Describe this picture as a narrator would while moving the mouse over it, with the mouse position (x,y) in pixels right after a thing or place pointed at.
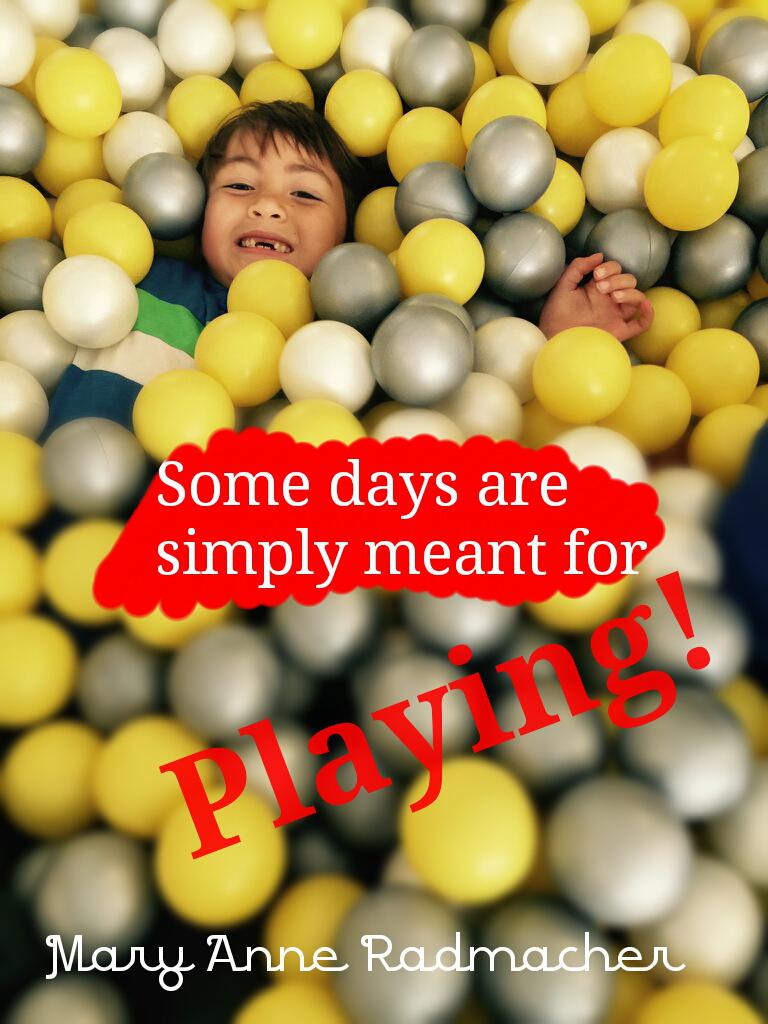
In this image we can see a boy (221,275) wearing dress (210,308) and group of balls (253,291) around him. In the foreground (523,503) we can see some text (437,732).
